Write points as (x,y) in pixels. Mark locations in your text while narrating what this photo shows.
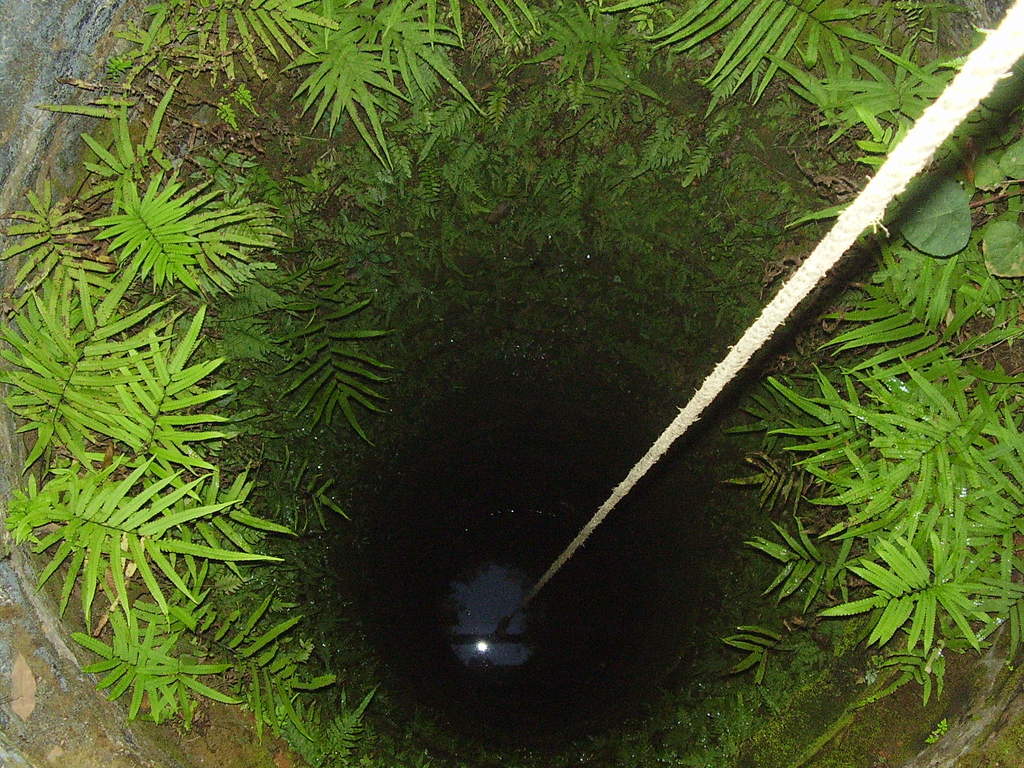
In this picture I can see a well (648,341), there is water (620,577), there is a rope (1003,65) and there are leaves (527,215).
